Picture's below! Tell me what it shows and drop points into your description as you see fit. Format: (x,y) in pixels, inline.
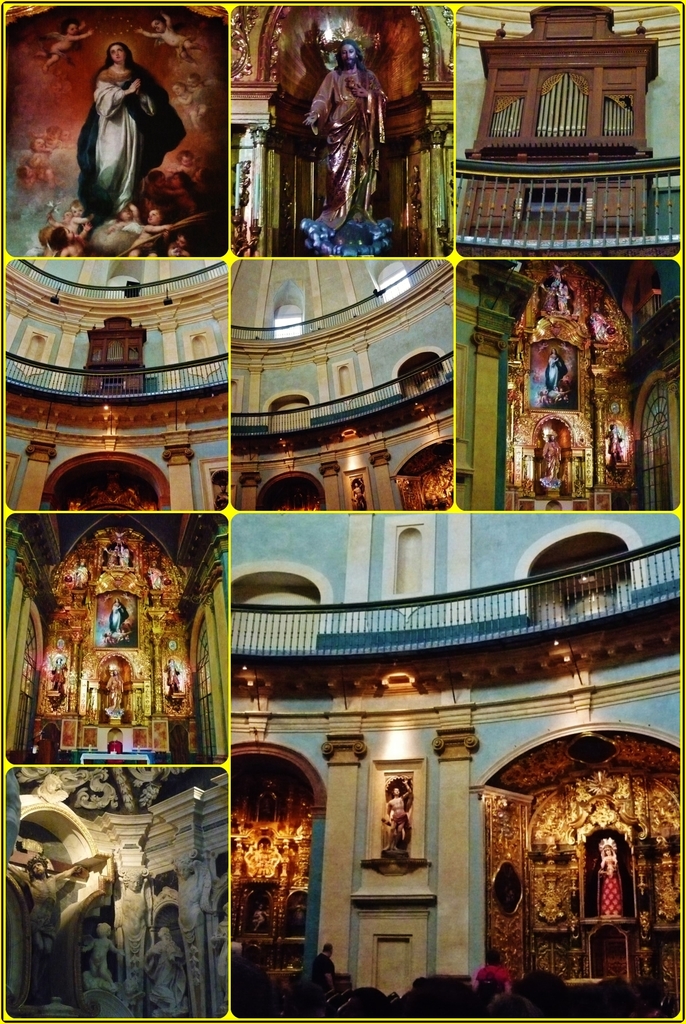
I see this is a collage image and I see number of sculptures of human being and I see the railing (534,598) and I see the lights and I see the wall (482,754) and I see the brown color cupboard (548,111) over here.
